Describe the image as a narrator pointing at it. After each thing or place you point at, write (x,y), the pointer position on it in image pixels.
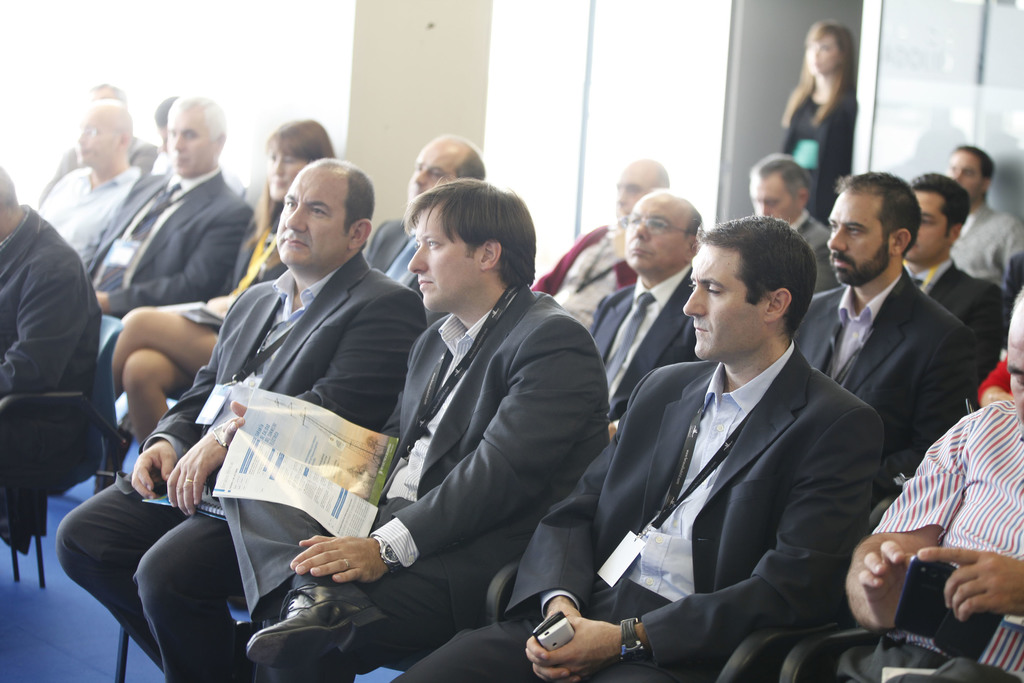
In the image we can see there are people (463,309) sitting on the chairs (101,365) and there are people (452,536) wearing id cards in the neck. There are two people (572,648) holding mobile phones (558,646) in their hand (579,649) and there is a person (454,460) holding paper (291,452). Behind there is a woman (837,132) standing and background of the image (908,95) is little blurred.
